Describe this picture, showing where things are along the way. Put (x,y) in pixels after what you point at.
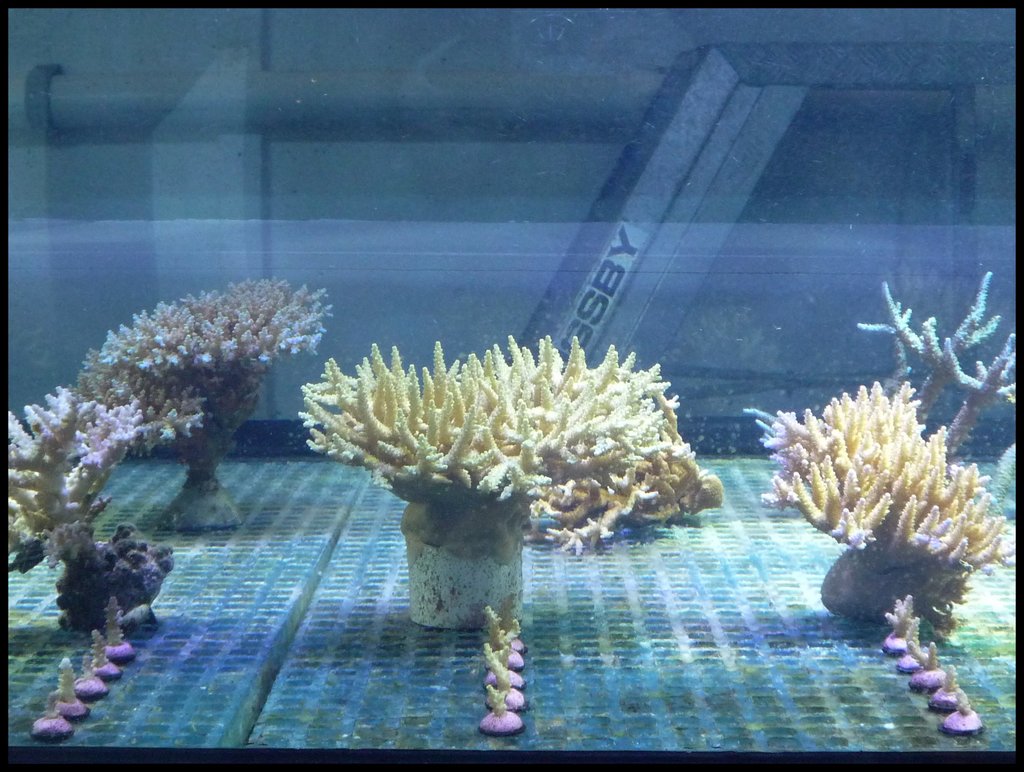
In this image we can see corals (635,431) in the water (1015,584). In the back (674,255) there is a pillar (652,263) with text (617,294).
